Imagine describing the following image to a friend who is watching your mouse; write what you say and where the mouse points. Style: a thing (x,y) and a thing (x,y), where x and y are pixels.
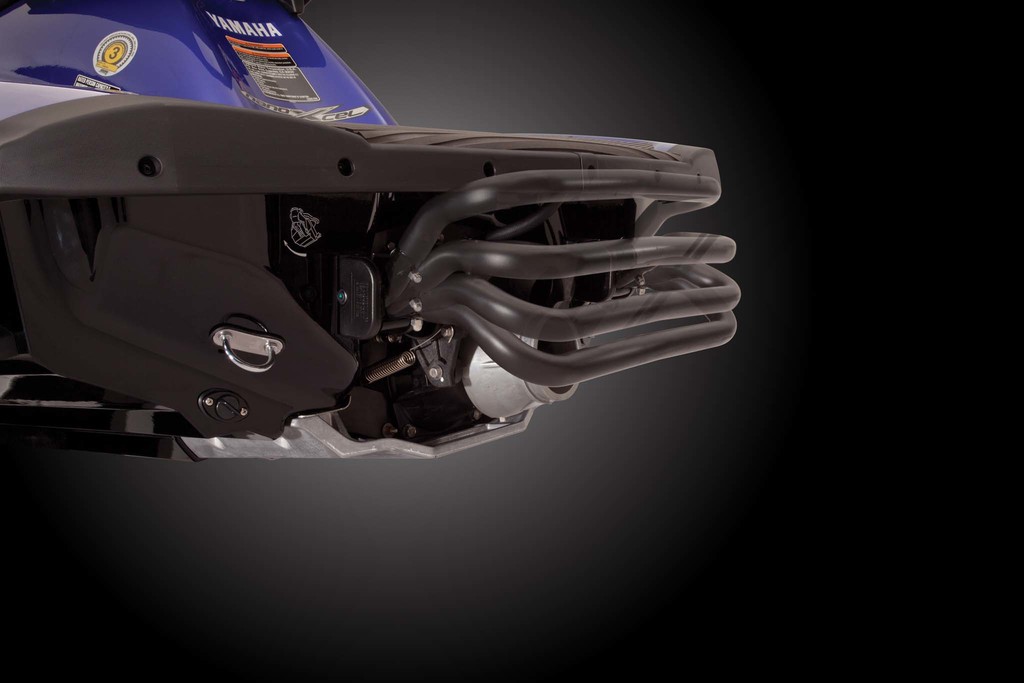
In this picture we can see a vehicle (246,178) and in the background (878,324) we can see it is dark.
